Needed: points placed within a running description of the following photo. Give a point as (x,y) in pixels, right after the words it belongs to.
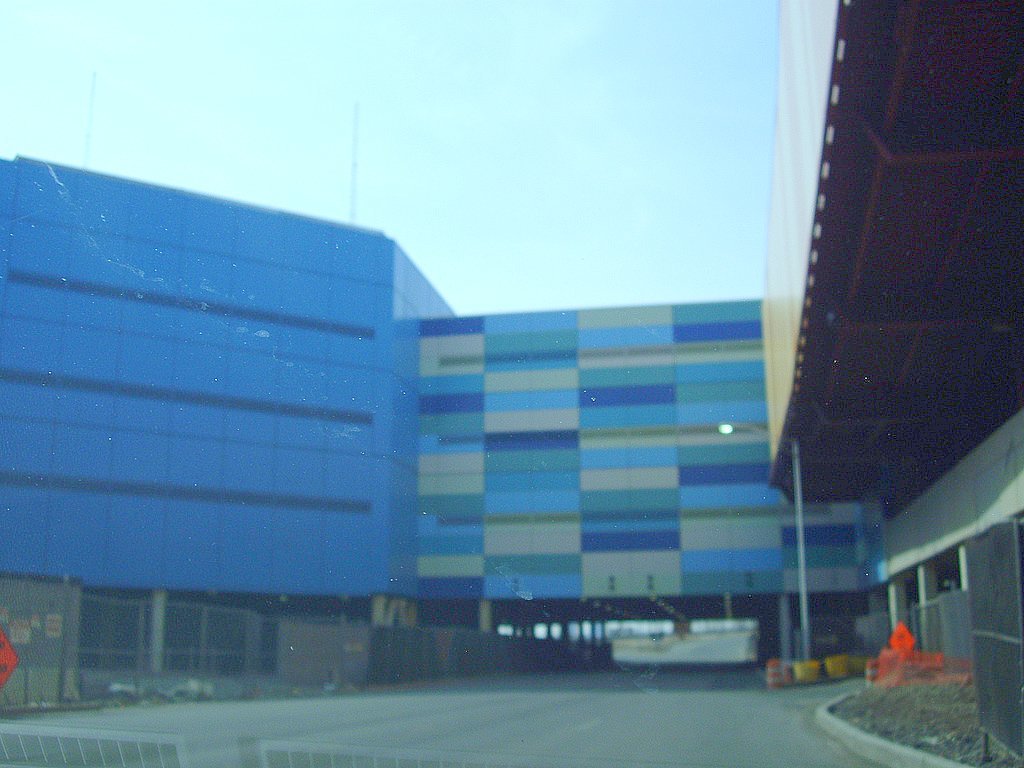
In this image we can see few buildings (538,394). There is a road (769,688) in the image. There is a sky (268,156) in the image. There is a fencing (225,670) and few boards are attached to it. There are many objects (845,663) placed on the ground (848,684) at the right side of the image (774,665). There is some reflection (286,742) at the bottom of the image (134,747).
